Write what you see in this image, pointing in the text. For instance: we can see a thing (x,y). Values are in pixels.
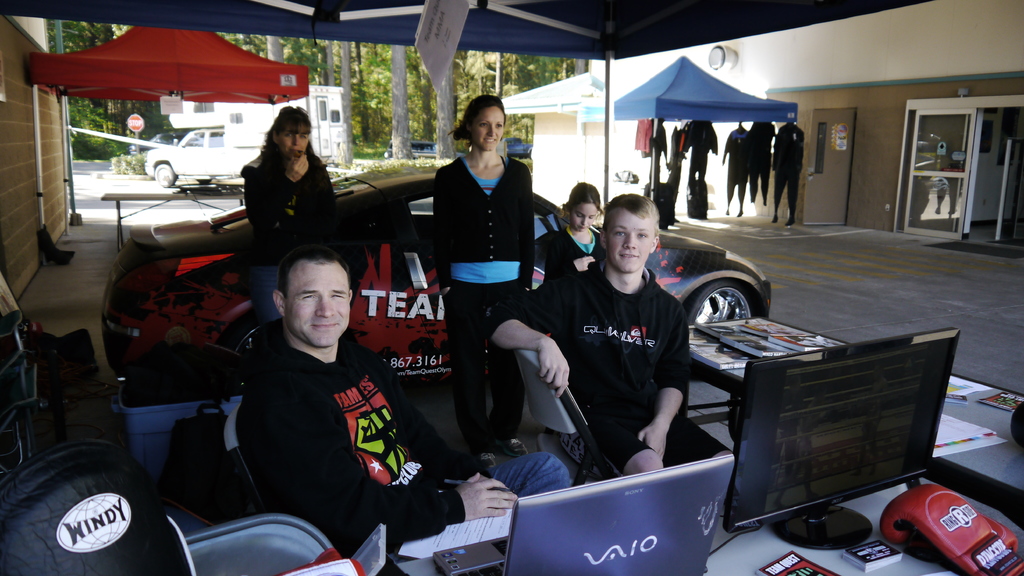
In the foreground (537,298) I can see two persons (537,298) are sitting on the chairs (549,417) in front of a desk (787,543) on which I can see laptops (659,524), cards (787,564), system (817,507) and so on. In the background (316,222) I can see three persons (270,261) are standing on the floor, car (204,311), tents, clothes (666,164) are hanged, buildings (560,109), vehicles (332,148) and trees (405,143). This image is taken may be during a day.
